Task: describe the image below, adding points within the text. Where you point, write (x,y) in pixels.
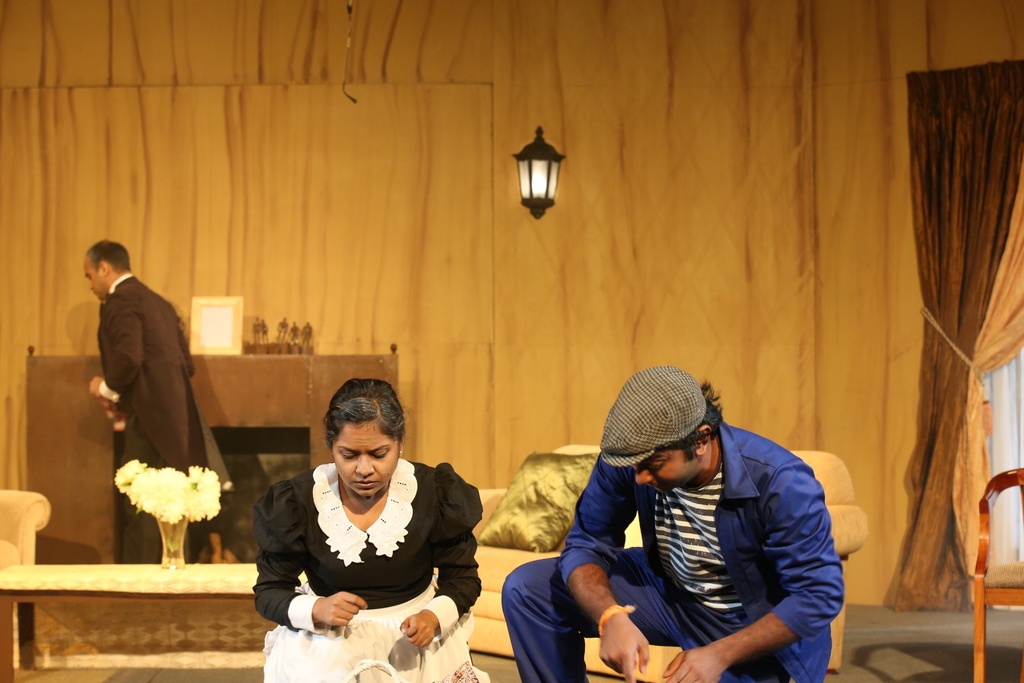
In this picture we can see three people (801,570), flower vase (207,479) on a table (166,581), sofa (490,511) with pillows (531,497) on it, chair (988,585), curtains (930,454) and in the background (444,76) we can see wall (381,172).
